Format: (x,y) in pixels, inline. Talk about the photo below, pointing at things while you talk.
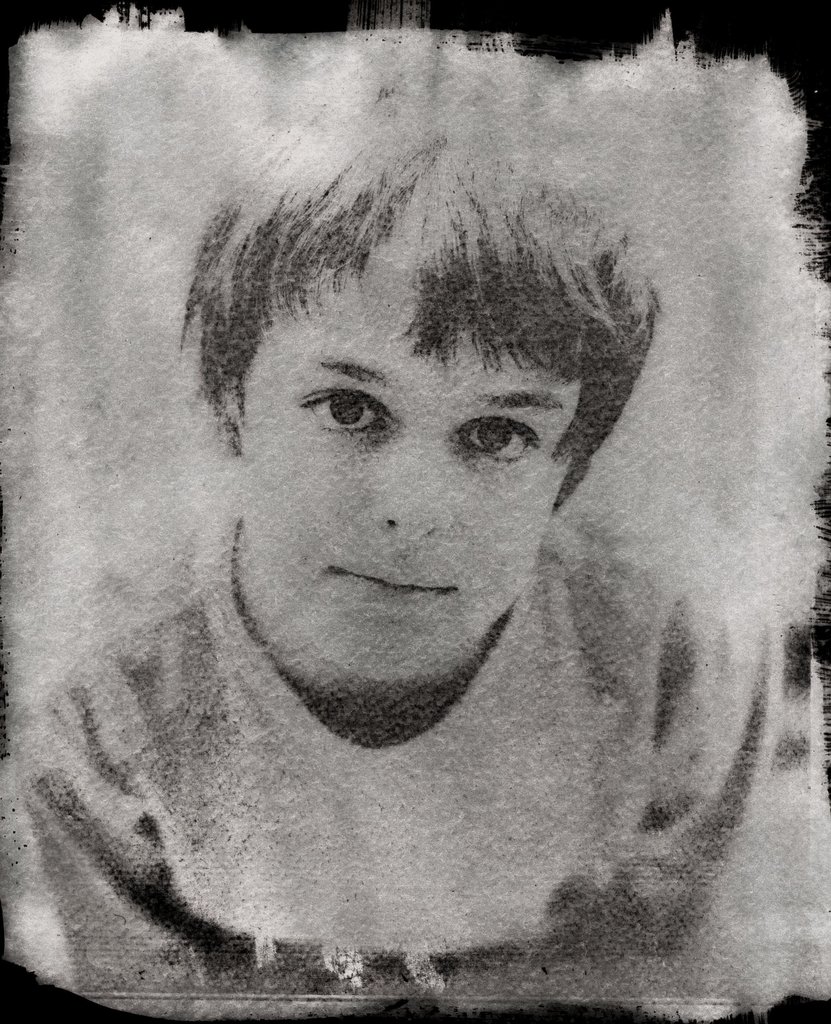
In the foreground of this black and white image, there is an image of a boy (406,596) with black borders (780,1019).
